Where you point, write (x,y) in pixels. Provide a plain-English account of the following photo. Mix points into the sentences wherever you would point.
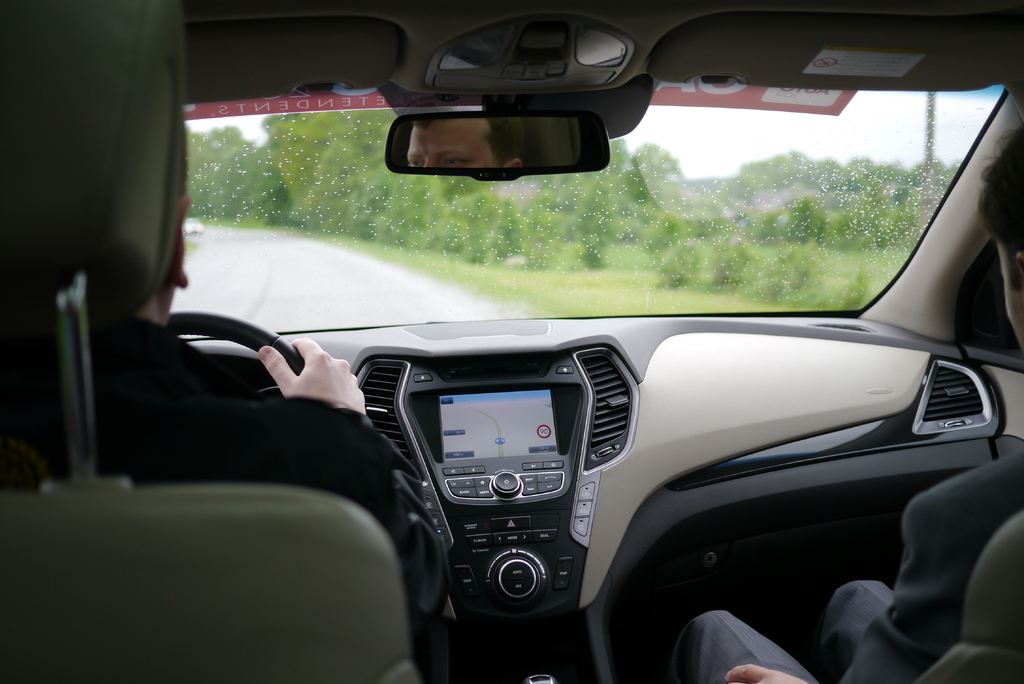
In this image we can see the inside view of the car (568,396) that includes dashboard (530,464), two persons (375,461), windshield (512,301) and in the background (789,255) we can see trees (488,219) and plants (784,275).
